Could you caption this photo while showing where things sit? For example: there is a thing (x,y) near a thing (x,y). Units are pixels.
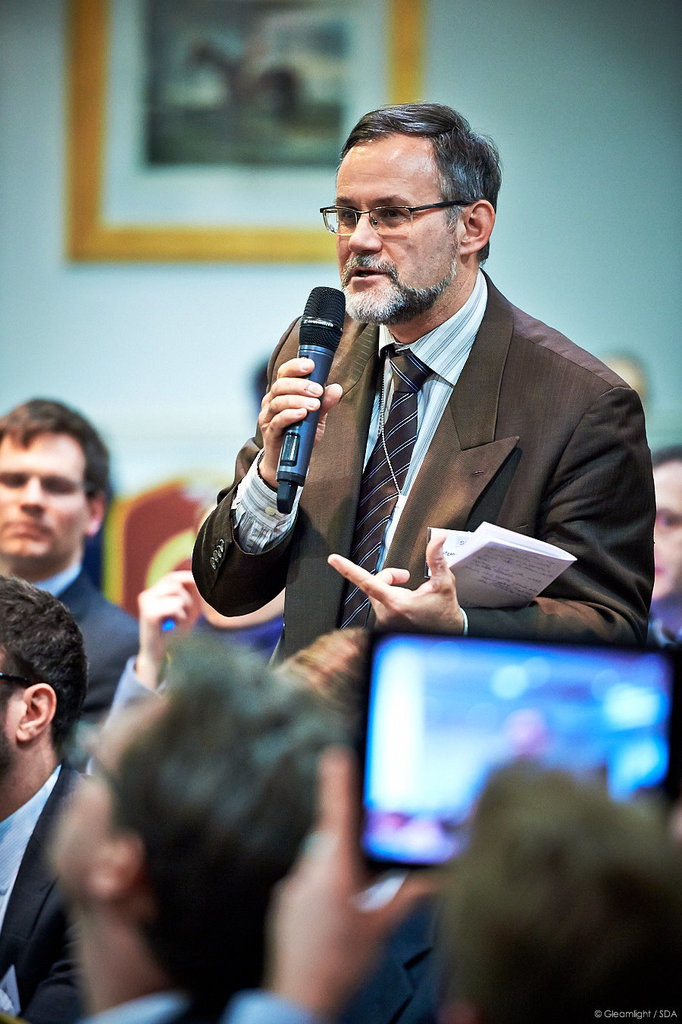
In this image there is a man (316,499) standing and talking in a microphone (320,329), and at the background (676,509) there are group of people (220,643) sitting in chairs (167,562), a mobile phone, and a frame (123,31) attached to wall (110,315).
